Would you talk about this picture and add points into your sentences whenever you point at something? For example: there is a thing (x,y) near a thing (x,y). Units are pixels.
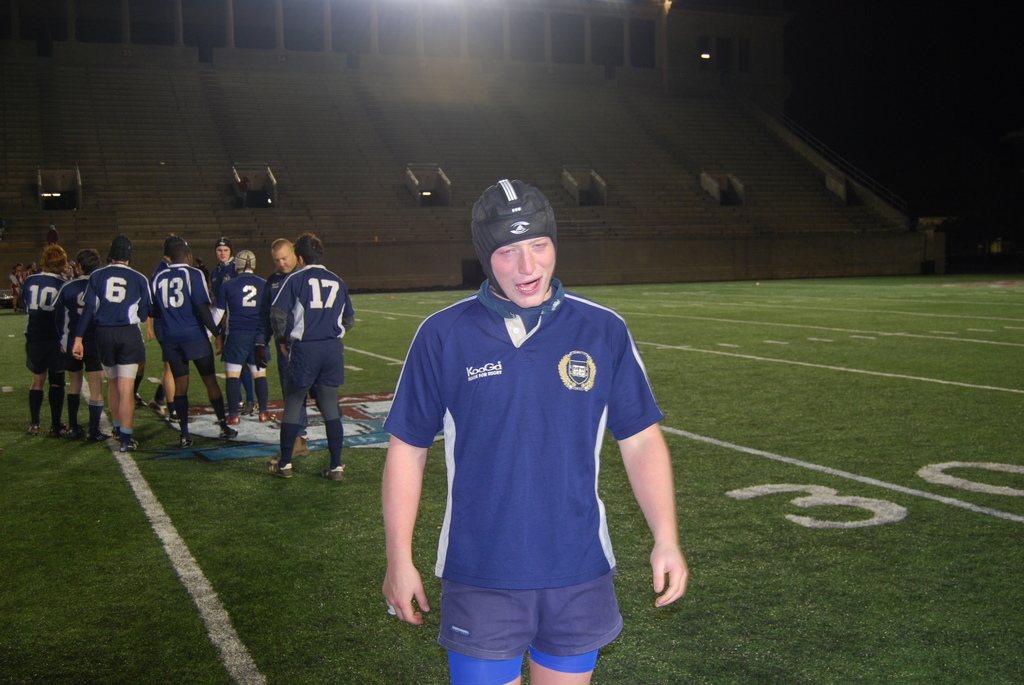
In the picture we can see a playground (964,373) with some people (117,303) with a sports wear (104,307) and we can see one man (584,457) standing and opening his mouth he is with blue T-shirt (571,458) and in the background (87,97) we can see seats (92,112) on the audience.
